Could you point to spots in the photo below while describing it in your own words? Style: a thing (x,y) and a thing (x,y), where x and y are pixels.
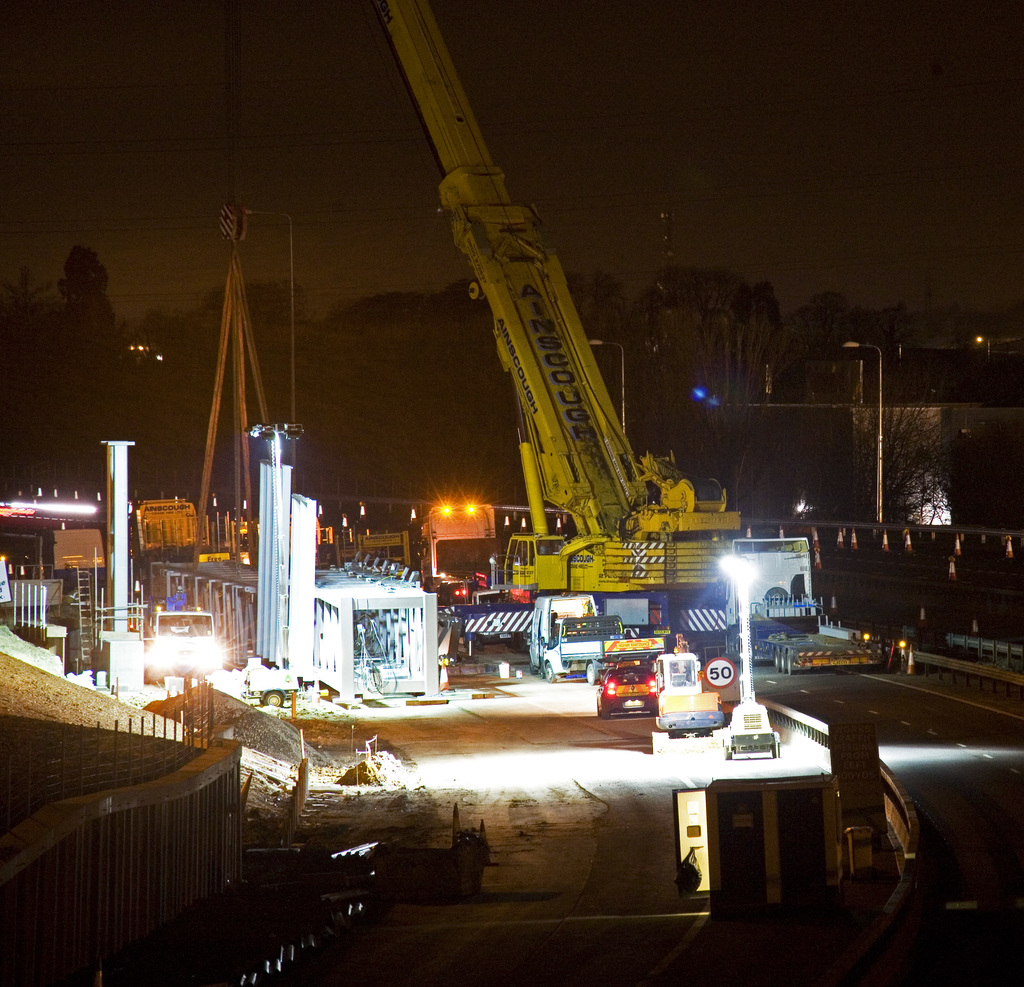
In this image I can see few vehicles (684,665), light poles (273,506). In the background (652,96) I can see few buildings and the sky (734,105) is in black color.
